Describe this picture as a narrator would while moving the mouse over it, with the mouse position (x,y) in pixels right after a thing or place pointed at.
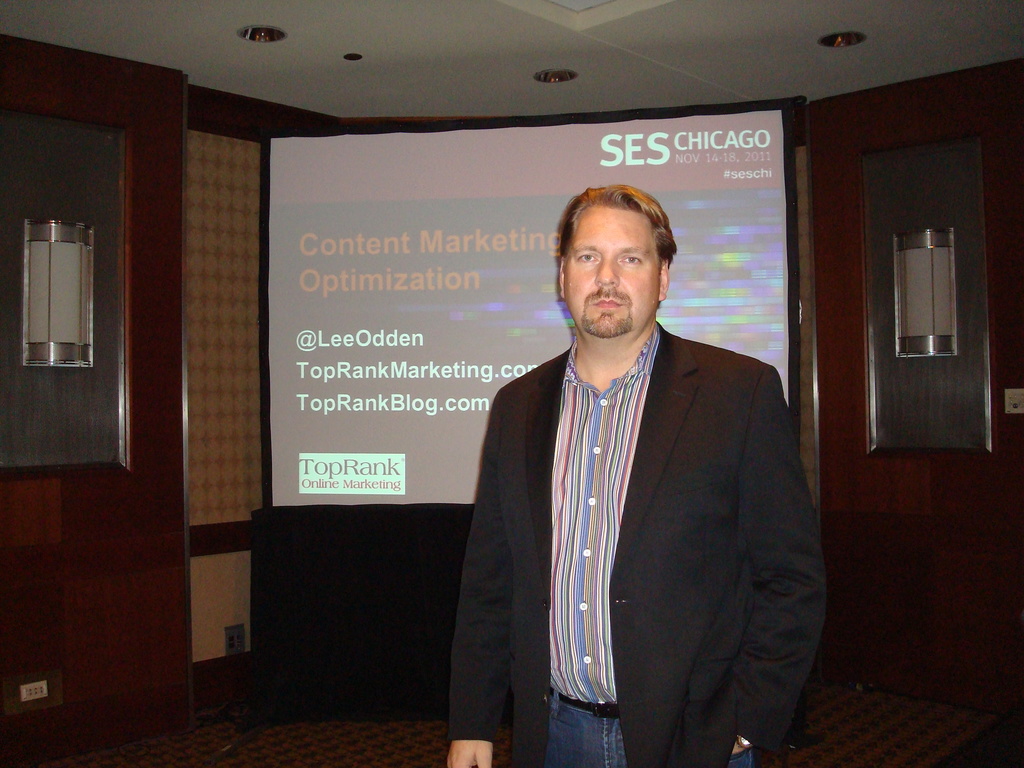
In this image we can see a person (615,396), behind to him there is a screen (450,245) with some text (460,371) on it, also we can see the wall (233,380), ceiling (476,85), and lights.
